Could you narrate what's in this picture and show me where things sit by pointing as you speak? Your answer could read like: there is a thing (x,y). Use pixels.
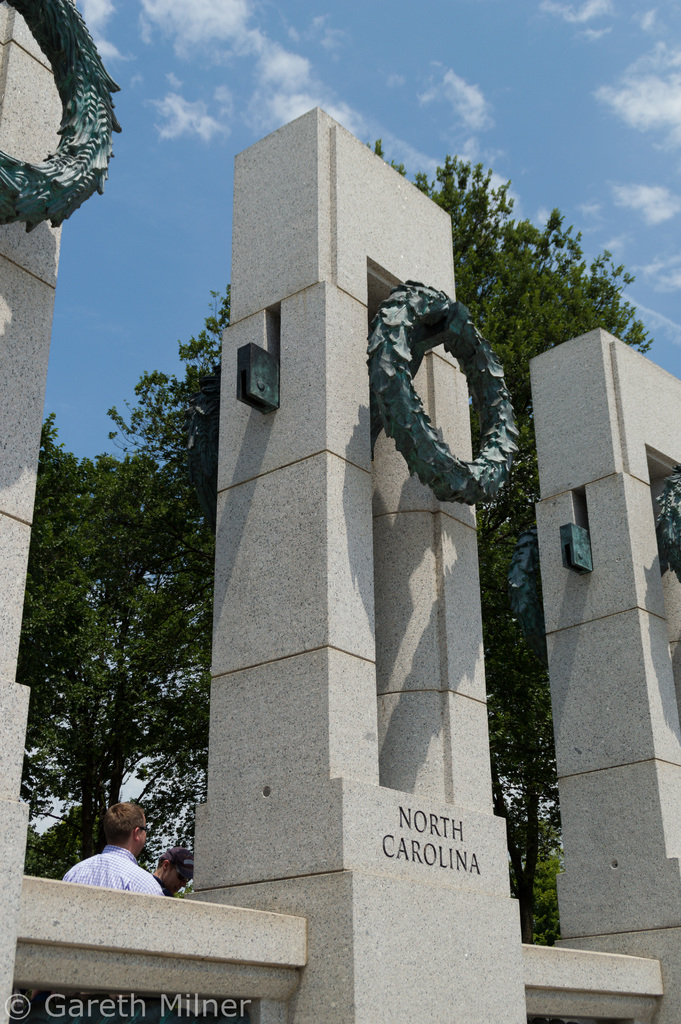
In the foreground of the picture (236,222) there are cornerstones (358,639). In the background (122,678) there are trees (508,762) and people (122,849) standing. Sky (172,165) is clear and it is sunny.
